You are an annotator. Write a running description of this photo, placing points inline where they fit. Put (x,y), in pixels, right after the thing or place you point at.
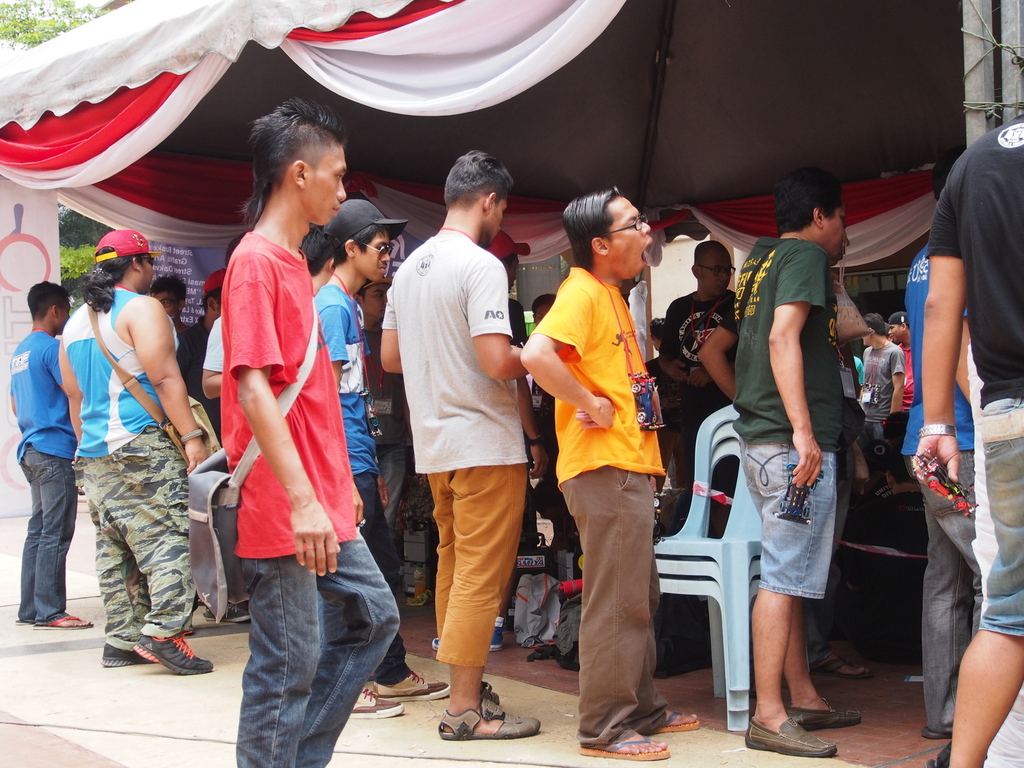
In the middle of the image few people (629,523) are standing and holding something. Behind them there are some chairs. At the top of the image (916,145) there is a tent (246,12). Behind the tent (176,17) there are some trees (33,1).
